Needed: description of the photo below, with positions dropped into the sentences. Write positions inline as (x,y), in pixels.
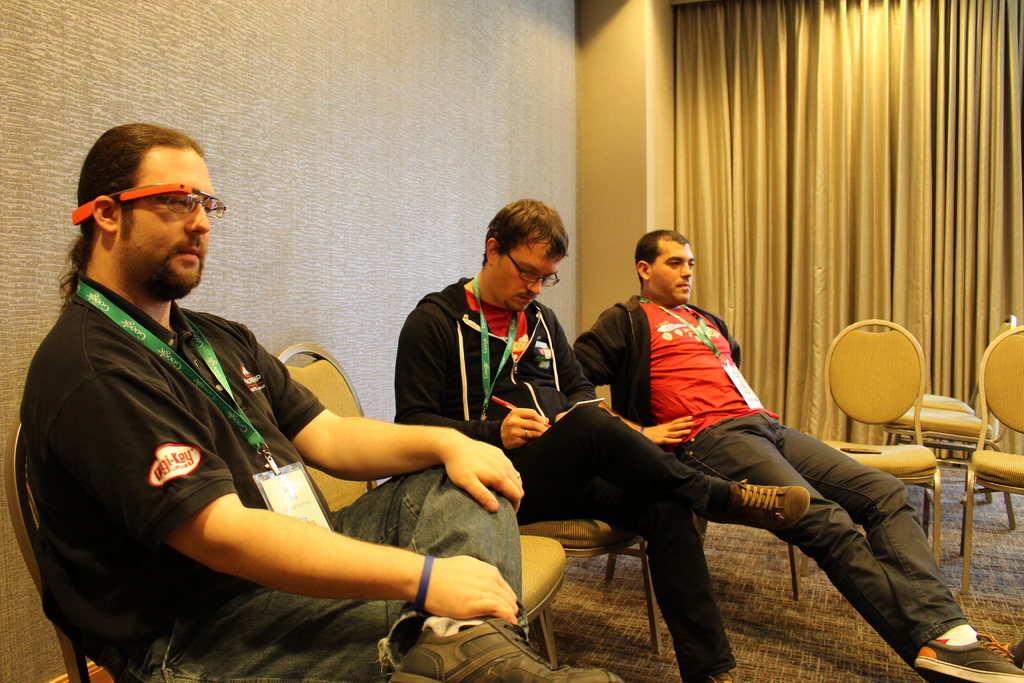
The photo is taken inside a room (443,568). There are few chairs (525,549). Three people (666,440) are sitting on the chairs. The person (288,447) on the left (208,439) is wearing black t-shirt (202,429). The other two persons (477,378) are wearing red t-shirt (517,354). On the top right (846,150) there is curtain (897,236). Behind the person (348,463) there is a grey wall (329,91).
